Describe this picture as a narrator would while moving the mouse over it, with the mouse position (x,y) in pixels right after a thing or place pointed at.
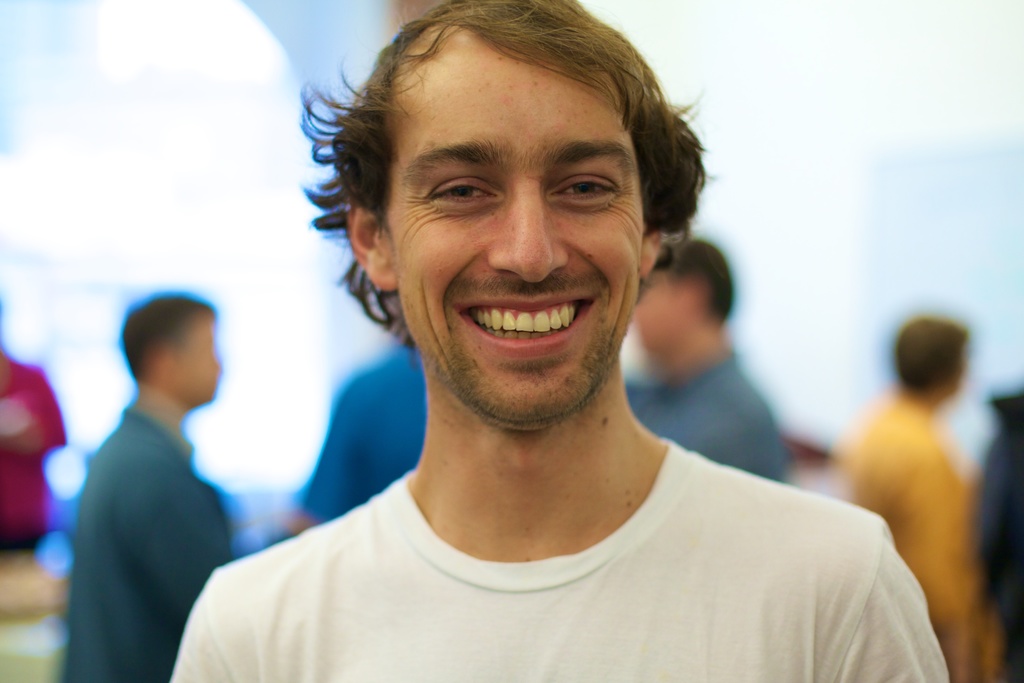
In this picture we can observe a person (532,227) smiling. He is wearing white color T shirt (546,592). In the background (408,424) there are some persons (675,404) standing.
